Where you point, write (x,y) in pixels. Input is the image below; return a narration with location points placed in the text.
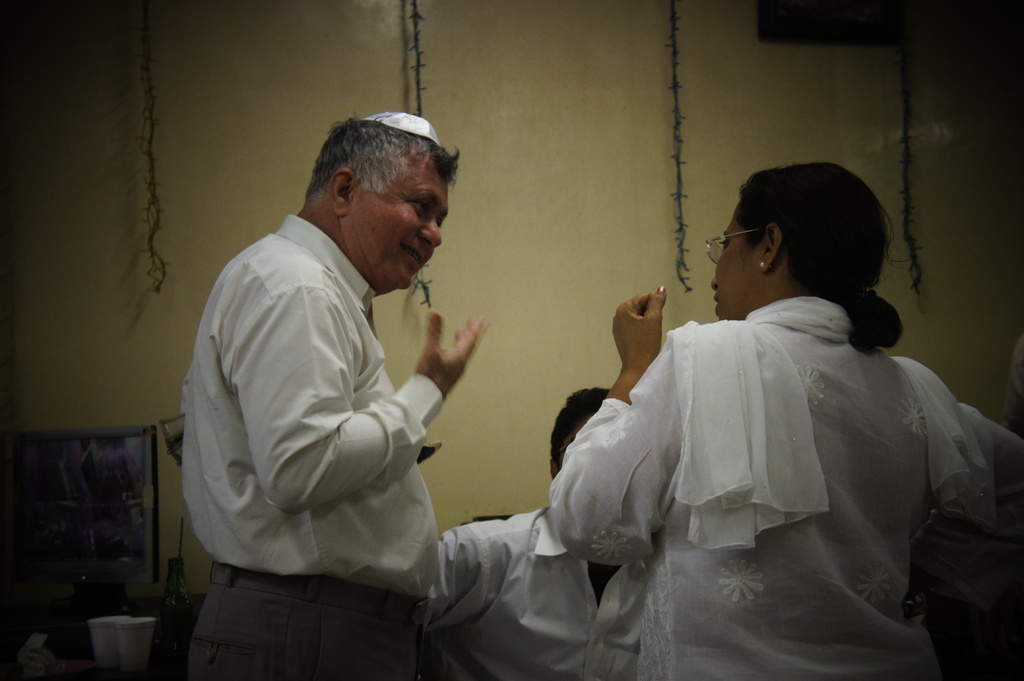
In this image I can see two persons (307,422) wearing white colored dresses (320,445) are standing and another person (529,596) wearing white colored shirt (488,622) is sitting. I can see a monitor (67,564), two cups (128,646) and in the background (115,346) I can see the wall (83,265) and few lights (150,166).
